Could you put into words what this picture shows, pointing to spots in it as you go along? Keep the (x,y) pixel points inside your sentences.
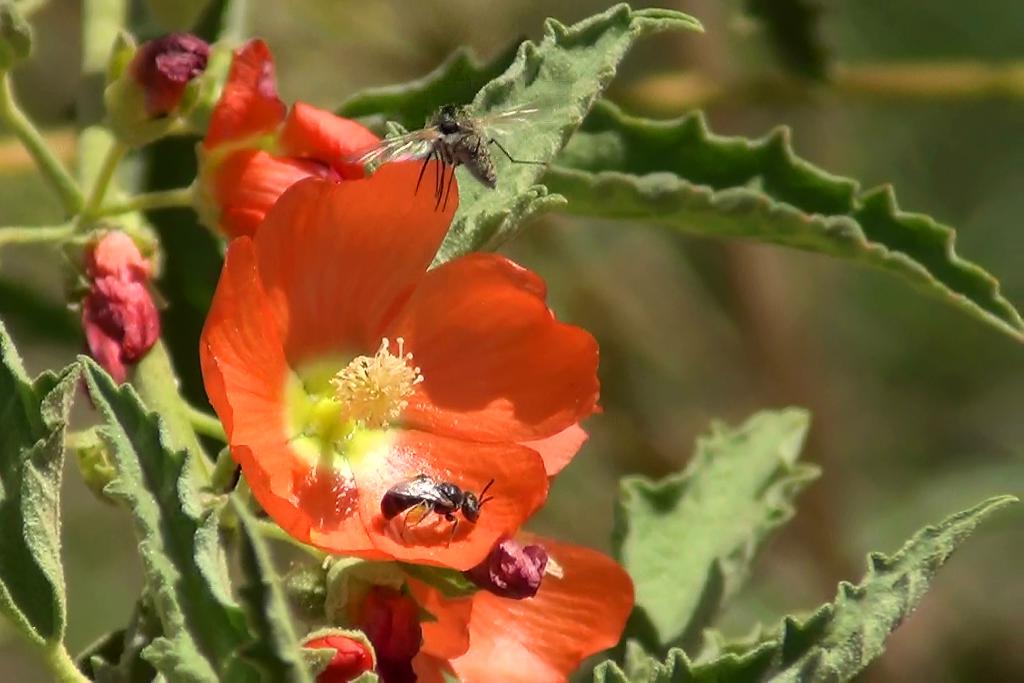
In this image, I can see an insect (424,505) on a flower (377,486). This looks like a plant (214,570) with the flower buds (417,632), flowers (406,430) and leaves (472,239). Here is another insect (395,141) flying. The background (397,26) looks blurry.
